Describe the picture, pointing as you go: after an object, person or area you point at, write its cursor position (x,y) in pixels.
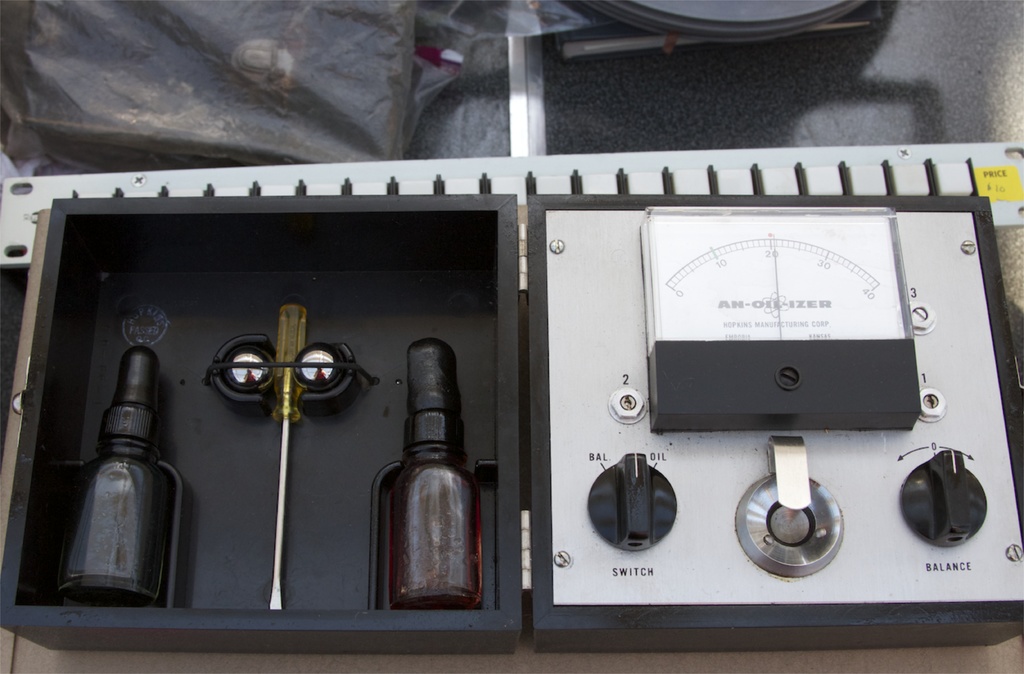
In this picture we can observe a device (617,445) which is in white and black color. On the left side (110,456) we can observe two bottles (416,444) placed in the box (211,456). We can observe a screwdriver (286,418) which is in yellow color placed in this box (183,414).
